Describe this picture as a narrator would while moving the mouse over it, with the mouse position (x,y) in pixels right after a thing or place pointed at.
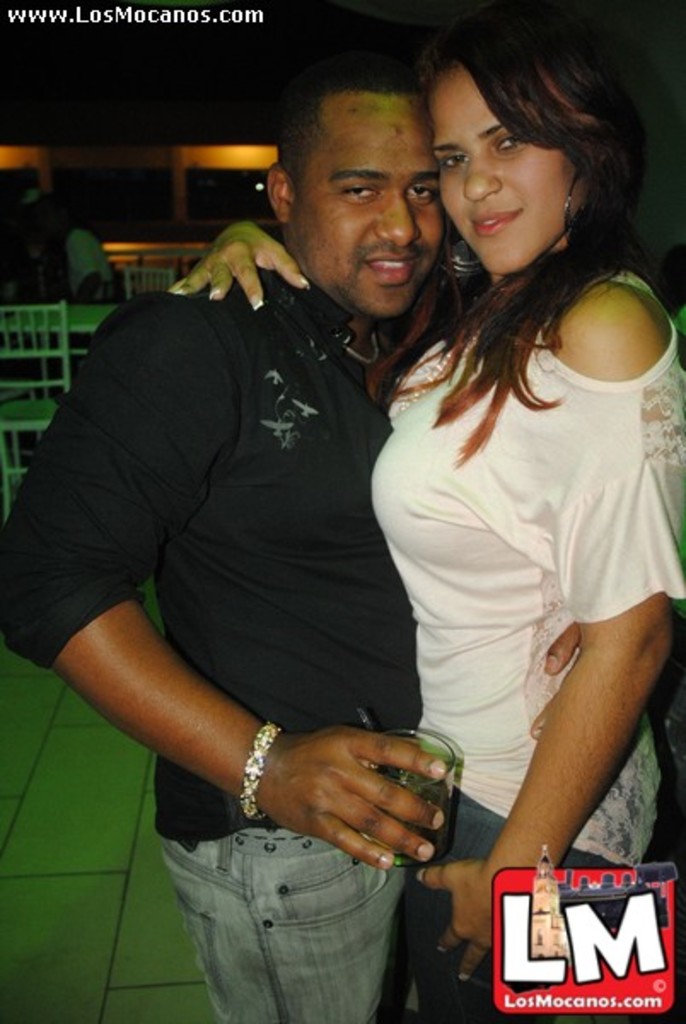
In this image I can see a person (180,442) wearing black shirt (242,445) and jeans (284,979) is standing and holding a glass (408,780) in his hand (422,806) and a woman (542,490) wearing white colored dress (503,503) is standing beside him. In the background (66,345) I can see few chairs (54,350), a table (59,319), a person (93,280) and the black background (160,83).
